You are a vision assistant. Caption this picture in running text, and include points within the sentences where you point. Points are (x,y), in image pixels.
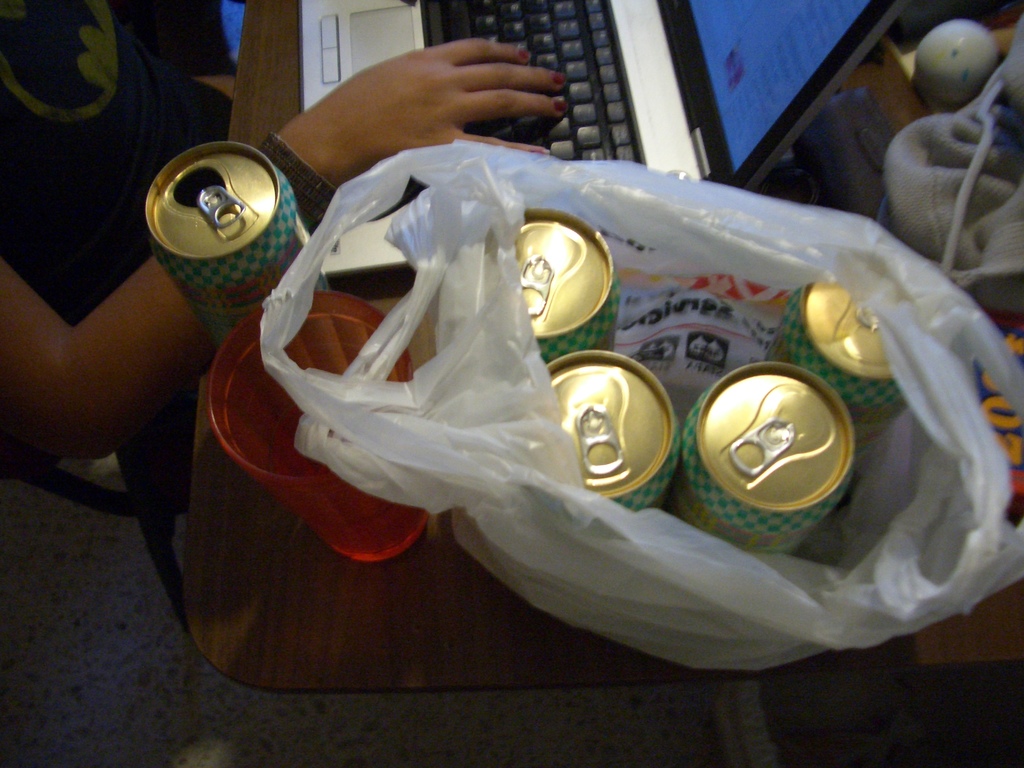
In this image, we can see a table (319,647) contains laptop (585,123), glass (374,521), plastic bag (665,583) and tins (281,232). There is a ball (956,47) and cloth (993,160) in the top right of the image (911,125). There is a person (60,165) on the left side of the image (107,290) wearing clothes (77,159).
